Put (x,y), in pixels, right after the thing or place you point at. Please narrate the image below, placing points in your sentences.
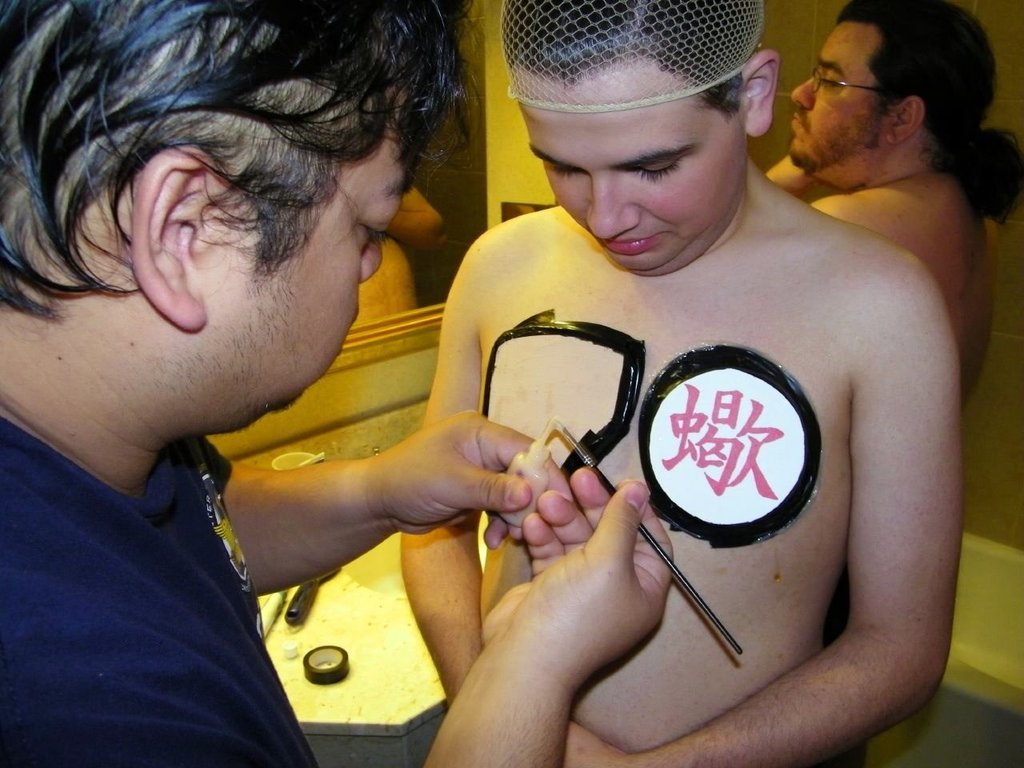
In this image I can see three persons (680,430) on the left side (134,344) person (462,434) he holding a small bottle (541,456), in the middle (392,295) I can see a mirror (466,171) and a table (372,734).
